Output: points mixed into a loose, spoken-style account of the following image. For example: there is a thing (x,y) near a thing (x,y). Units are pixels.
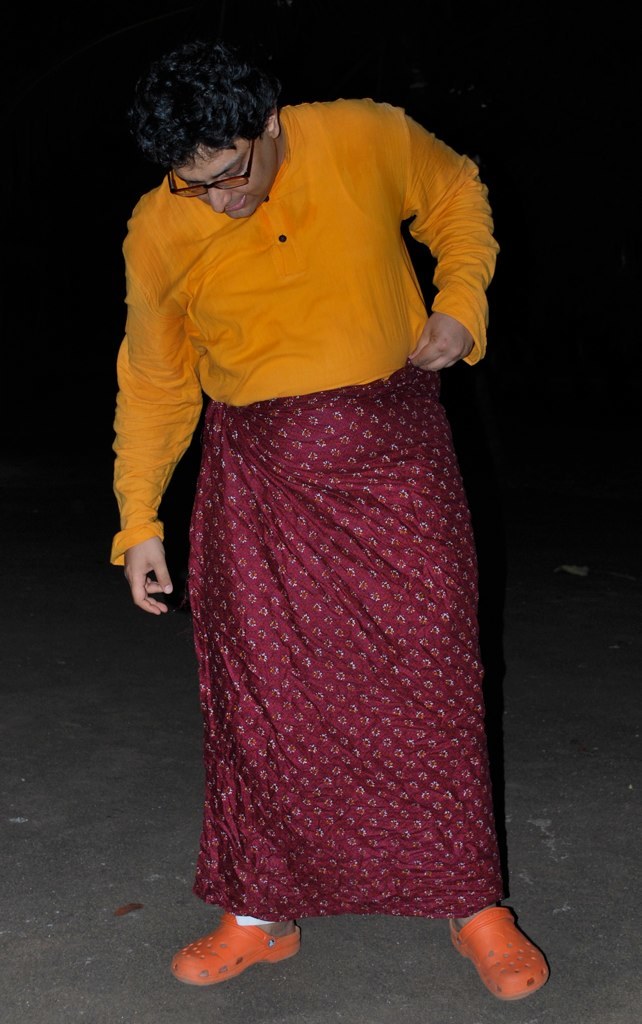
In the foreground (530,951) I can see a person (505,947) is standing on the road (319,949). The background (542,271) is dark in color. This image is taken may be during night.
